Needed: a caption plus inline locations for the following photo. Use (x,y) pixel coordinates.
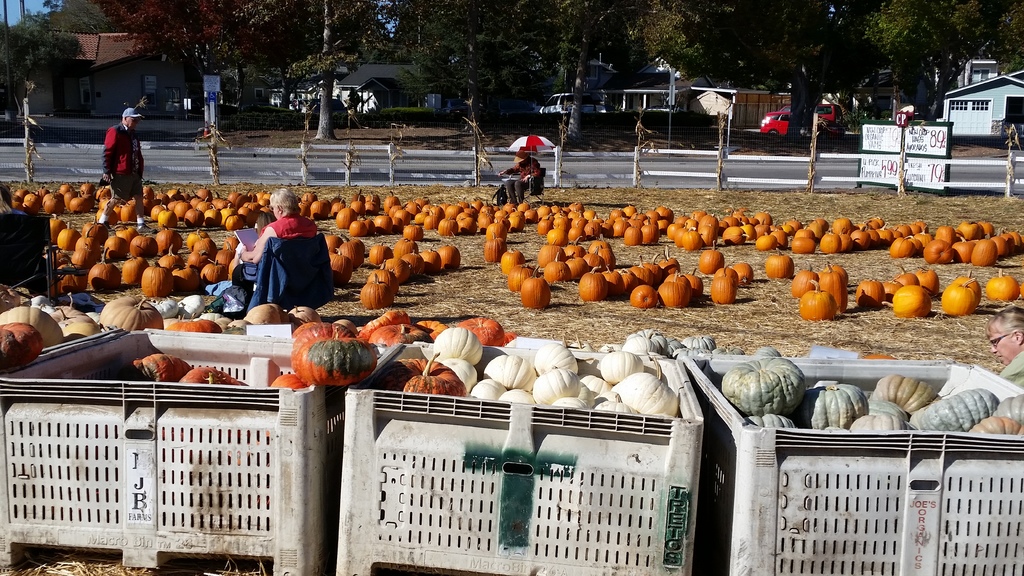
In this image there are boxes (715,390), in that boxes (267,412) there are pumpkins (819,420) and there is a land (296,186) in that land (830,199) there are pumpkins (807,276) and three persons (519,180) are sitting on chairs (14,232) and one person (142,188) is standing, in the background (491,123) there is a fencing (460,172), trees (853,68), cars (829,110) and buildings (992,102).
